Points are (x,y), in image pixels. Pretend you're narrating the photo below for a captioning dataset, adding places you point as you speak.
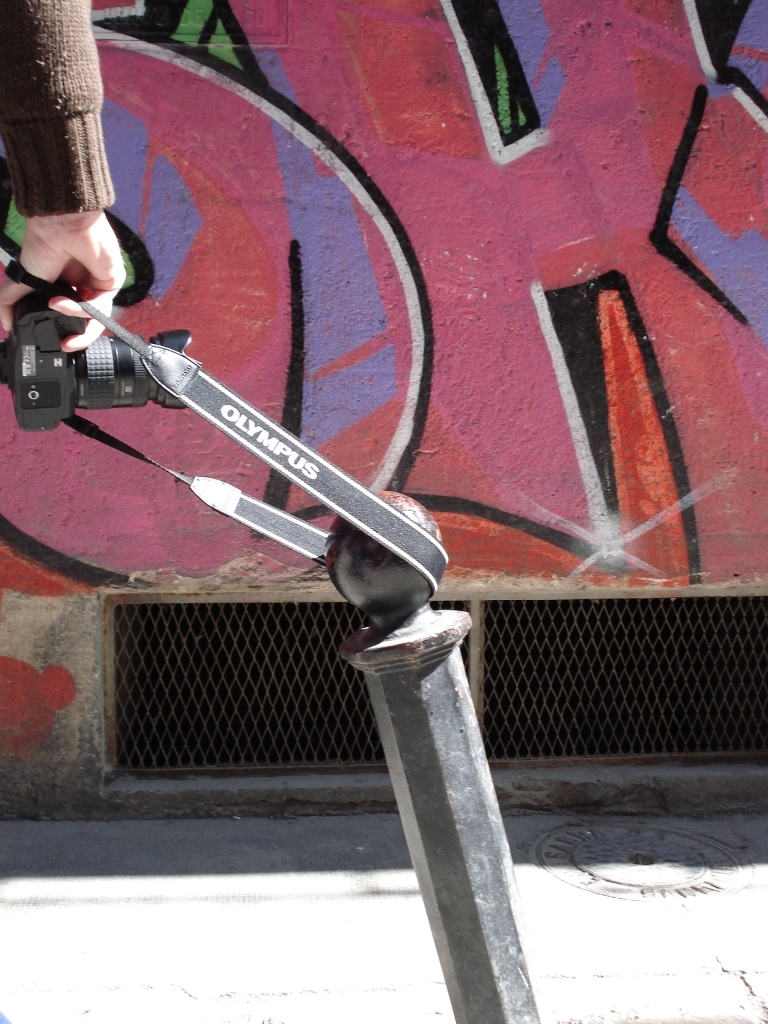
In this image I can see the pole (433,759). To the left (40,360) I can see the person (75,288) holding the camera (83,381). And I can see the brand name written on it. The person (23,133) is wearing the brown color dress (54,143). In the background (301,253) I can see the painting (325,353) to the wall (50,687).
